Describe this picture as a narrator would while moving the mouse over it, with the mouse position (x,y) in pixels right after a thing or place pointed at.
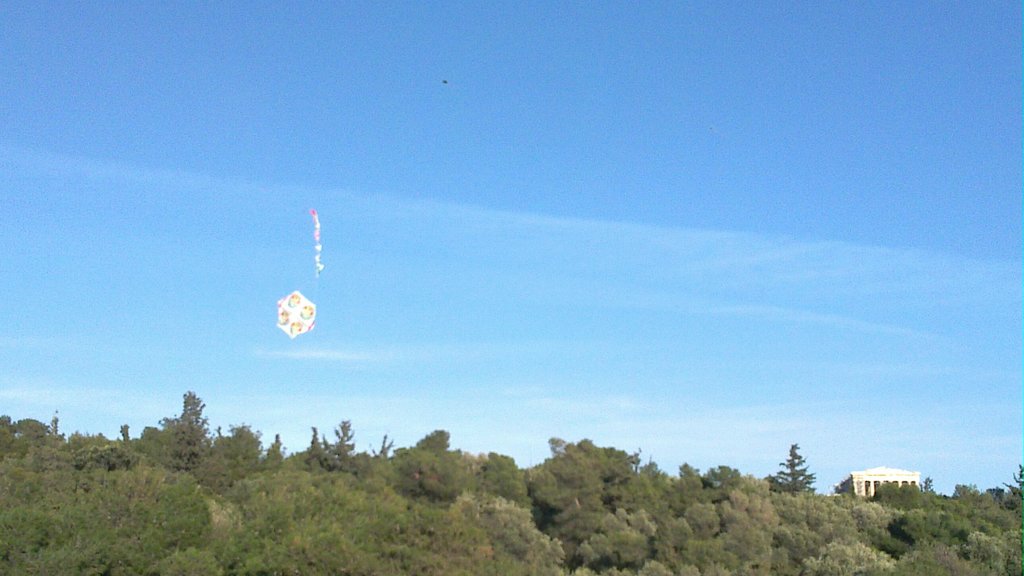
At the bottom of the image (226,491), we can see so many trees (566,551), house (871,487). Here we can see some object (292,299) in the air (295,280). Background (304,268) there is a sky (302,244).
